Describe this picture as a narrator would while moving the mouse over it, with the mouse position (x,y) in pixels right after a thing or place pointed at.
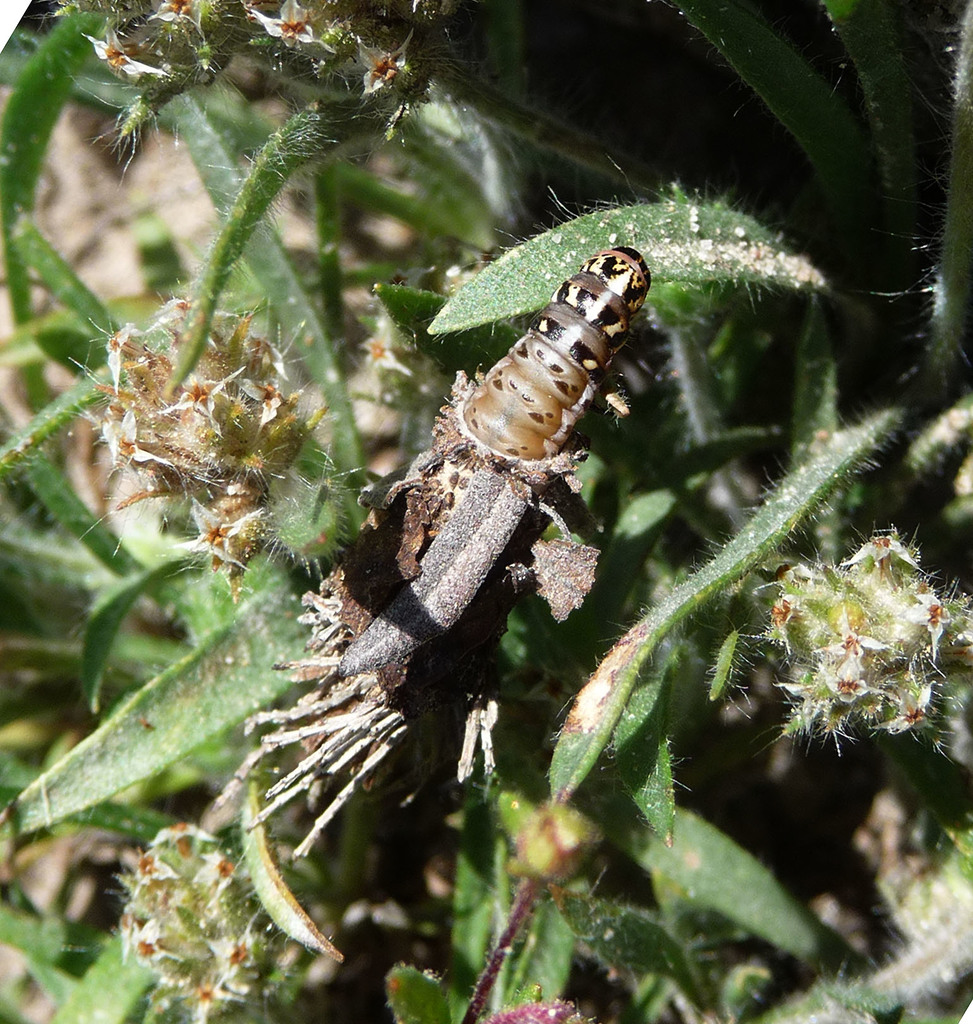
In this image we can see insect (545,447) on a plant (408,368).
